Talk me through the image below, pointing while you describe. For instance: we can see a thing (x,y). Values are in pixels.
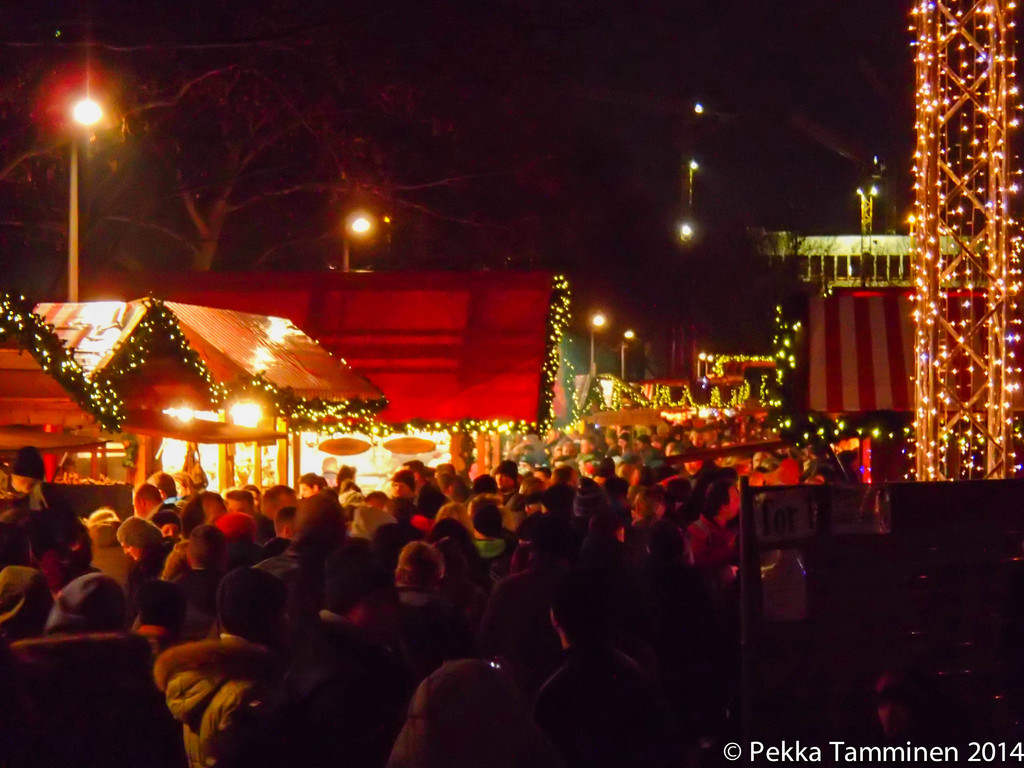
In this image there are many persons (541,459). Right side (948,666) there is a board (834,610) having posters (784,590) attached to it. Background (56,393) there are few buildings (397,409) which are decorated with lights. There are few street lights (69,211). Behind there are few trees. Right side (971,352) there are few metal rods (957,345) decorated with lights (1017,288).
